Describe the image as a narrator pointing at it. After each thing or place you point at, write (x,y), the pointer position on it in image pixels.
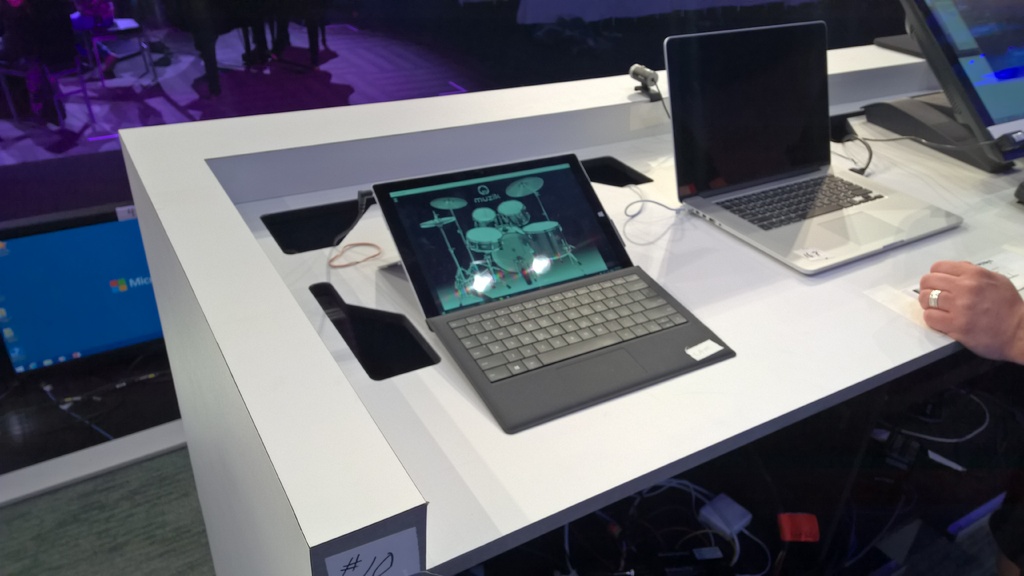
In the foreground of the image (147,136) there is a table (741,312) on which laptop (550,268) is kept. Next to that a person's hand (1012,328) is visible. In the left top of the image (327,10), there is a table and chairs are visible. It looks as if the image is taken inside a office (374,81).
